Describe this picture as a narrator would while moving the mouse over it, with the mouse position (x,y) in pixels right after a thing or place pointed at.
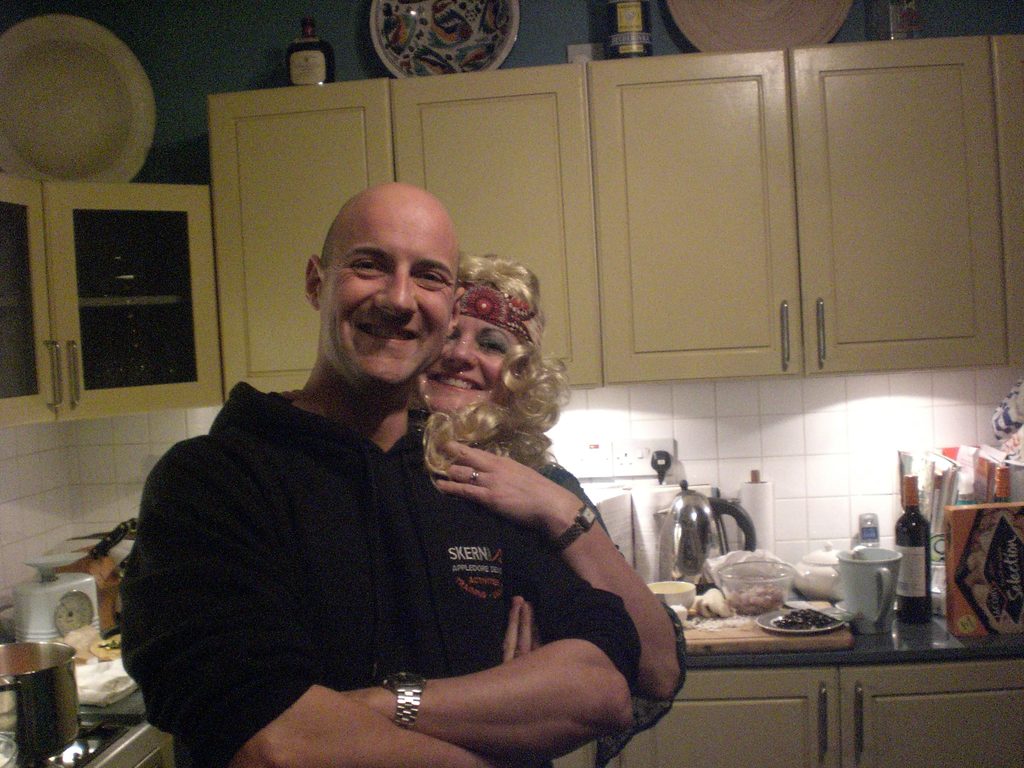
In this image there is a man (535,588) and a women (582,556) standing in a kitchen (1007,664), in the background (979,666) there is a cupboard (804,706) on that there are few items (979,559).
